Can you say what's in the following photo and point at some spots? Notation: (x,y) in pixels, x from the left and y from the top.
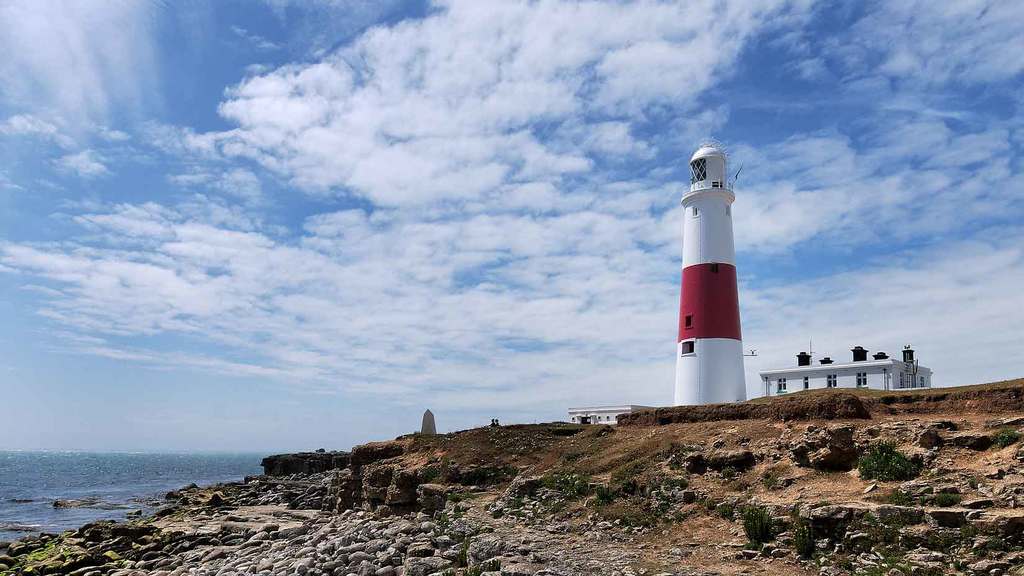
On the right side of the image (714,379) we can see a lighthouse (732,385) and a building (808,371). On the left (96,494) there is water (138,480). At the bottom (310,542) we can see rocks (475,499). In the background (372,344) there is sky (382,158).
